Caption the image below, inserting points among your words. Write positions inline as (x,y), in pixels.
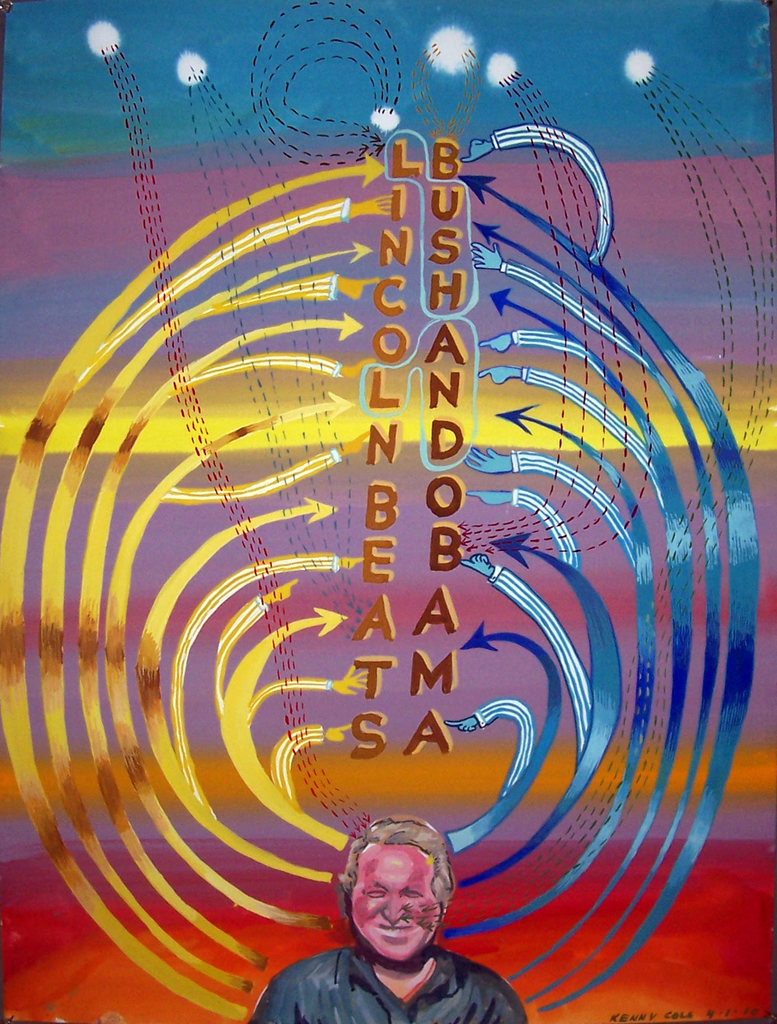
In this picture I can see there is a man (421,919) standing and smiling and there is a decoration (396,305) on the wall (255,135).
